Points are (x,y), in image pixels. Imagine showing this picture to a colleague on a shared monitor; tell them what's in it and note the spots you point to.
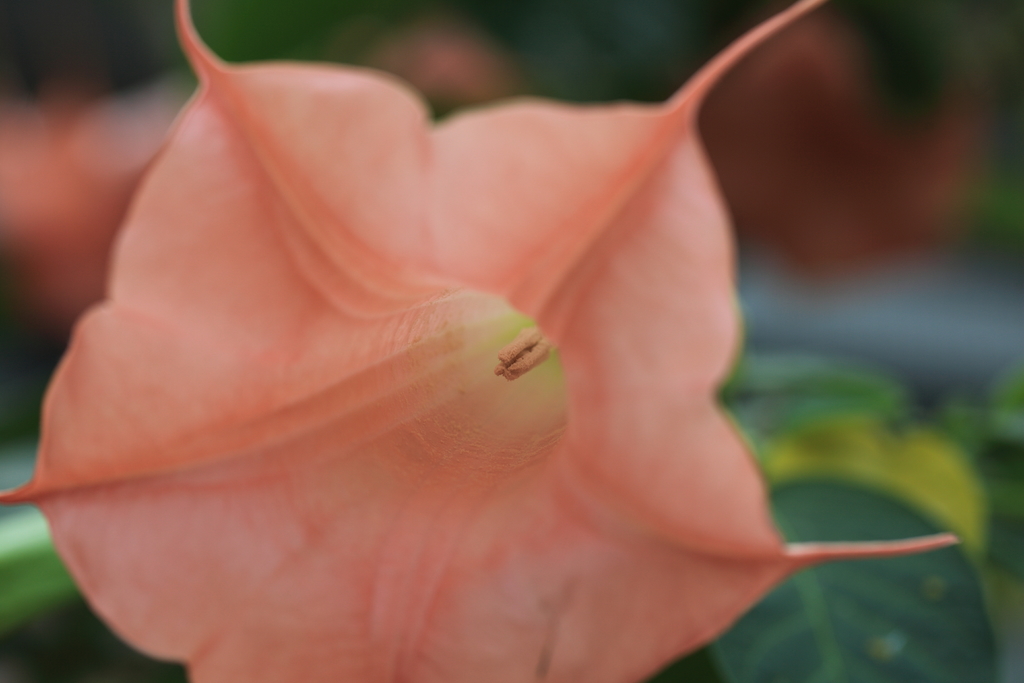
In this image there is a flower (310,276). Background (58,160) there are few flowers (721,89) and leaves (968,529).
